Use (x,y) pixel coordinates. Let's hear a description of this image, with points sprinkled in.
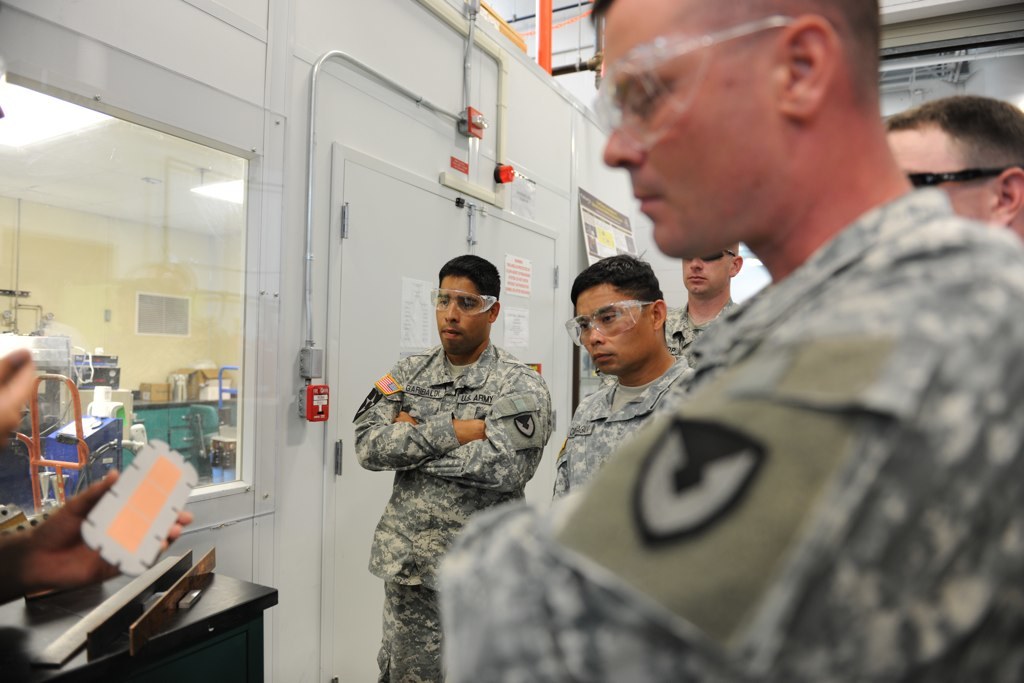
In this image there are group of persons (496,399) standing. On the left side (204,369) there is a white colour door (342,301) and there is a window (178,335). Behind the window (186,398) there are objects (126,402) which are white and blue in colour and there is a table (170,419) which is green in colour. On the left side (50,522) the hand (49,543) of the person (52,544) is visible holding an object (114,533) which is white and pink in colour and there is a black colour stand (211,621).
